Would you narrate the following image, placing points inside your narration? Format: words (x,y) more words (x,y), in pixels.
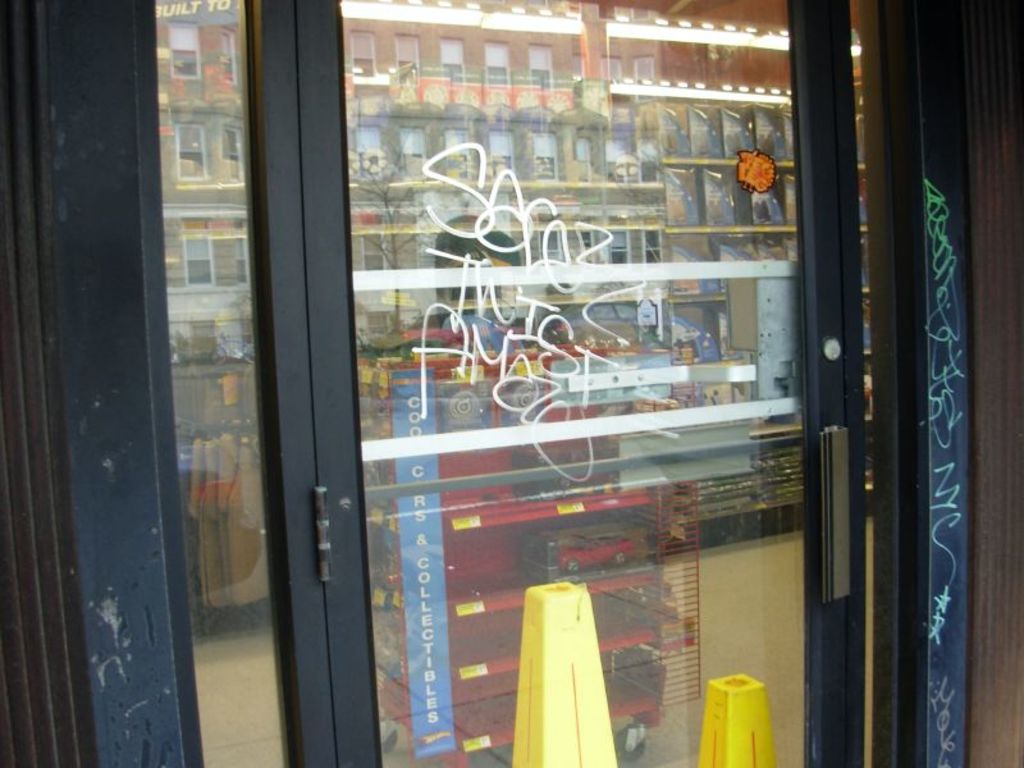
In this image we can see a glass door (420,674) with some text (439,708) on it, through the glass door (355,222), we can see some buildings (670,77) and other objects (518,637).
